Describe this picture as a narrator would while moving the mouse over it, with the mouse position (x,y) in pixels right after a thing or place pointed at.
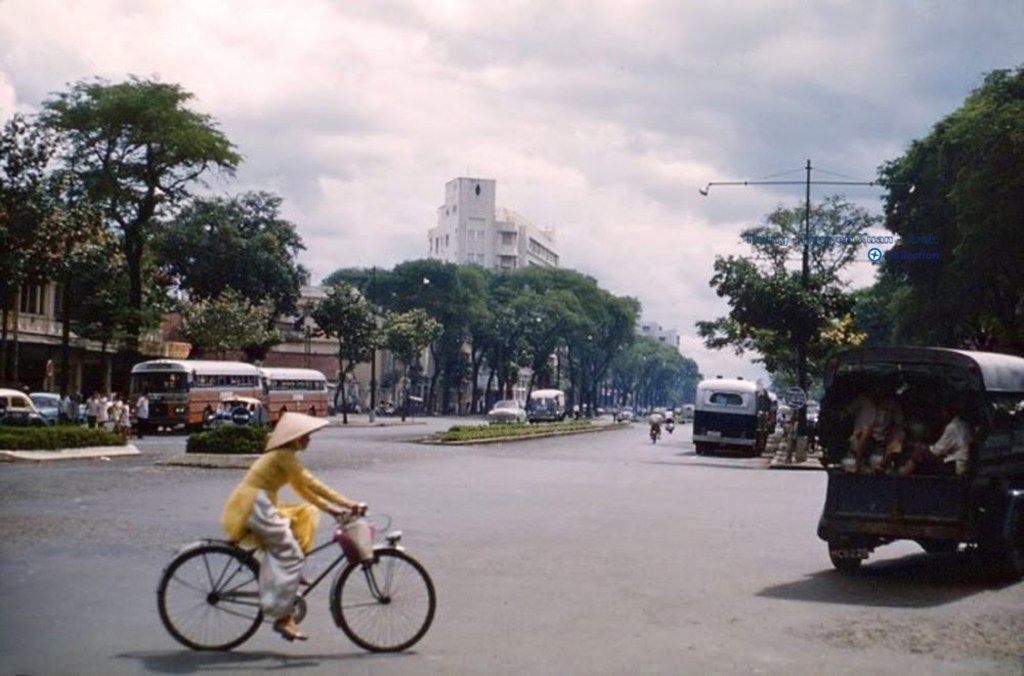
In the center of the image (540,413) we can see vehicles (363,533) on the road (317,536). On the right side of the image (792,300) we can see pole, bus (722,413), tree (898,283), vehicle (830,431). On the left side of the image (140,239) we can see trees (66,235), buses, persons (143,408) and buildings (72,342). In the background (362,132) there is a sky (609,148) and clouds (544,103).
